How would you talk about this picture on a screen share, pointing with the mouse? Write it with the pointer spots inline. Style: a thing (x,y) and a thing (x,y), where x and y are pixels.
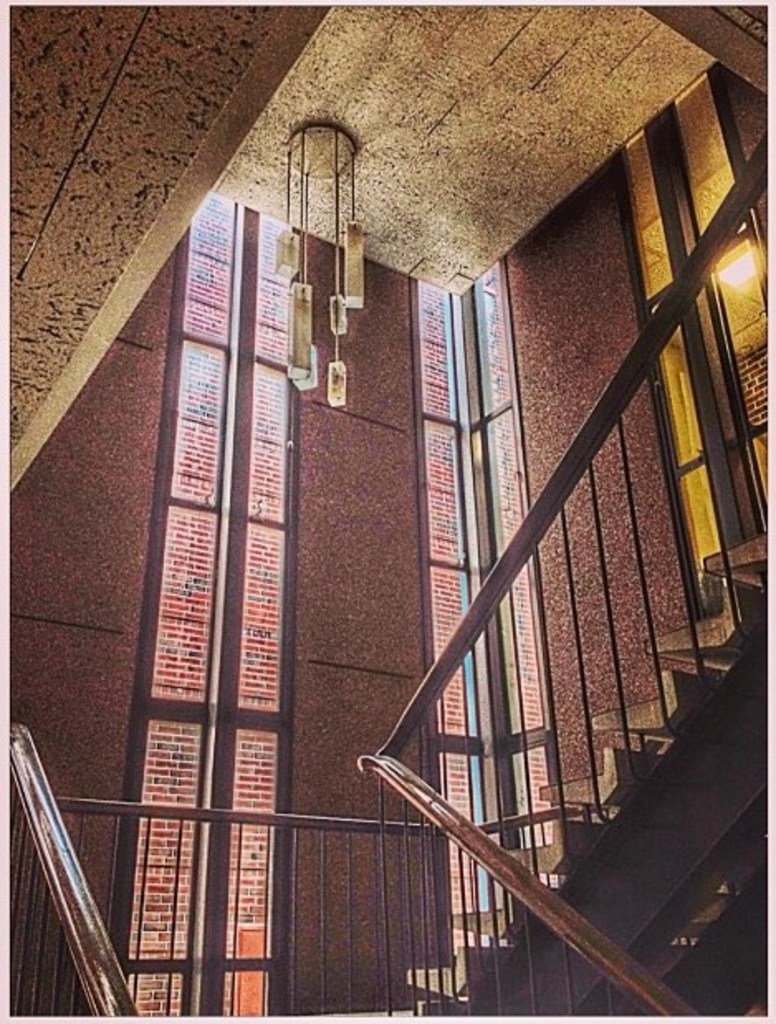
In this image we can see an inside view of a building (255,520). to the right side (641,565), we can see a staircase (502,910) and metal railing (493,913), a chandelier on the roof (409,160). In the background (422,419), we can see the windows (669,405) and lights (732,263).
